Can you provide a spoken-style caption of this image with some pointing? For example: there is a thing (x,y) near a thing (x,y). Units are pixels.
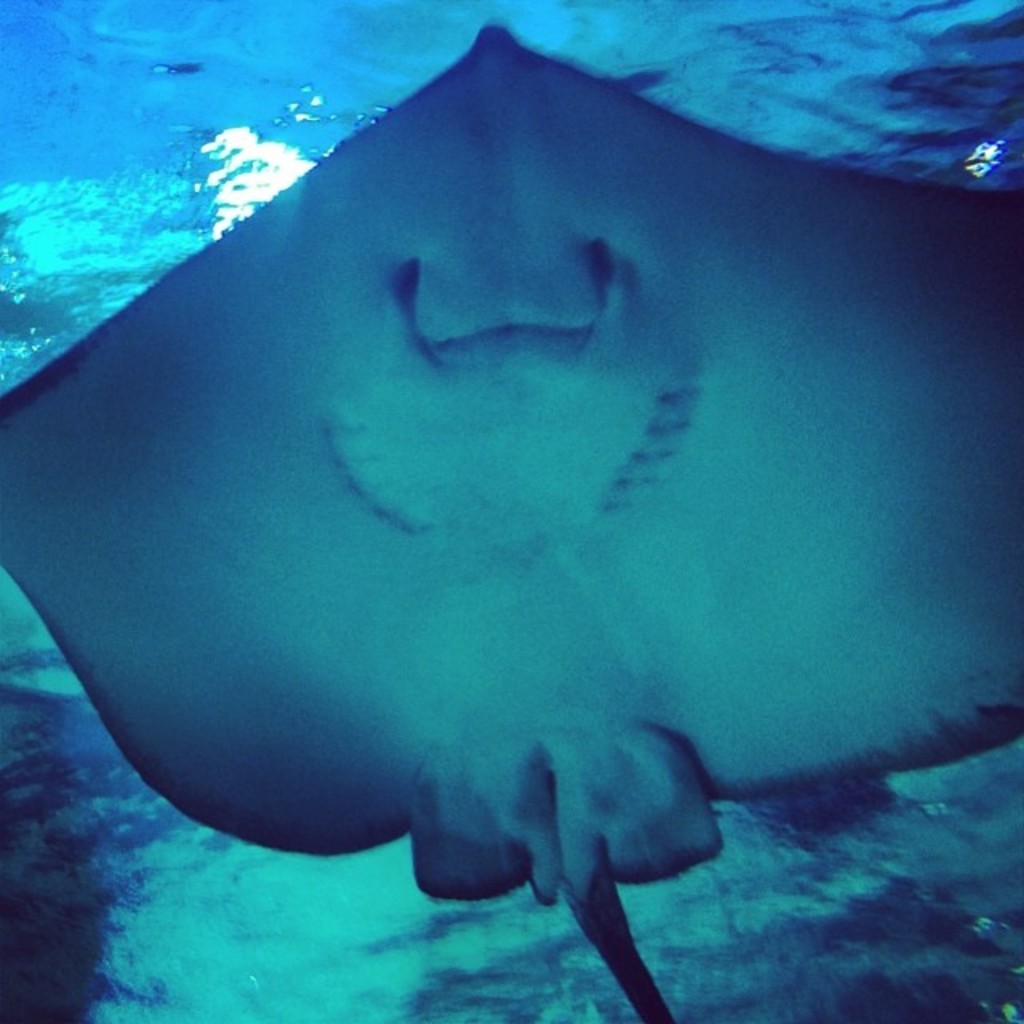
This is a zoomed in picture. In the center (459,430) there is a water creature (770,524) seems to be swimming in the water body (256,39). In the background (217,63) we can see a water (650,62).
